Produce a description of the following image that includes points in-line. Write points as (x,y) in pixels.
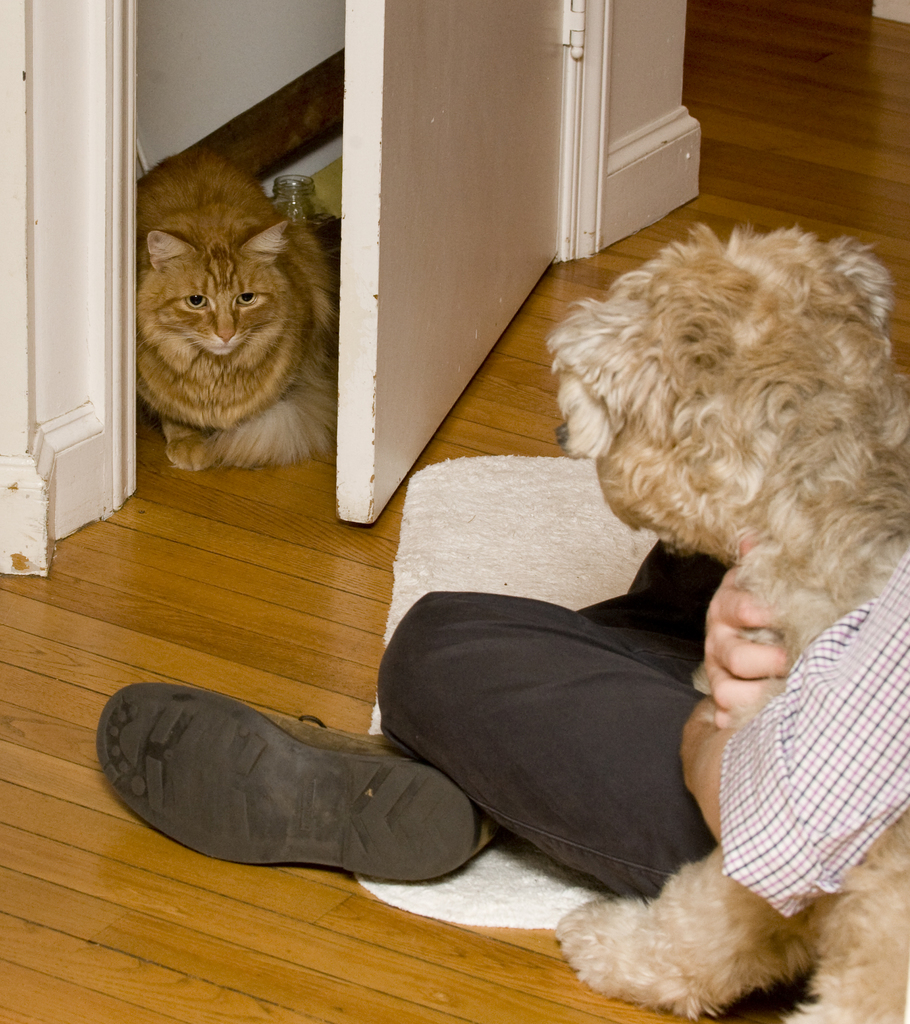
On the right side (724,752) there is a person (724,752) holding a dog (754,565) in the hands (751,667) and sitting on a white cloth (498,534) which is placed on the floor (223,926). On the left side (177,264) there is a cat (170,329) behind the door (366,283) and there is a wall (634,154).
